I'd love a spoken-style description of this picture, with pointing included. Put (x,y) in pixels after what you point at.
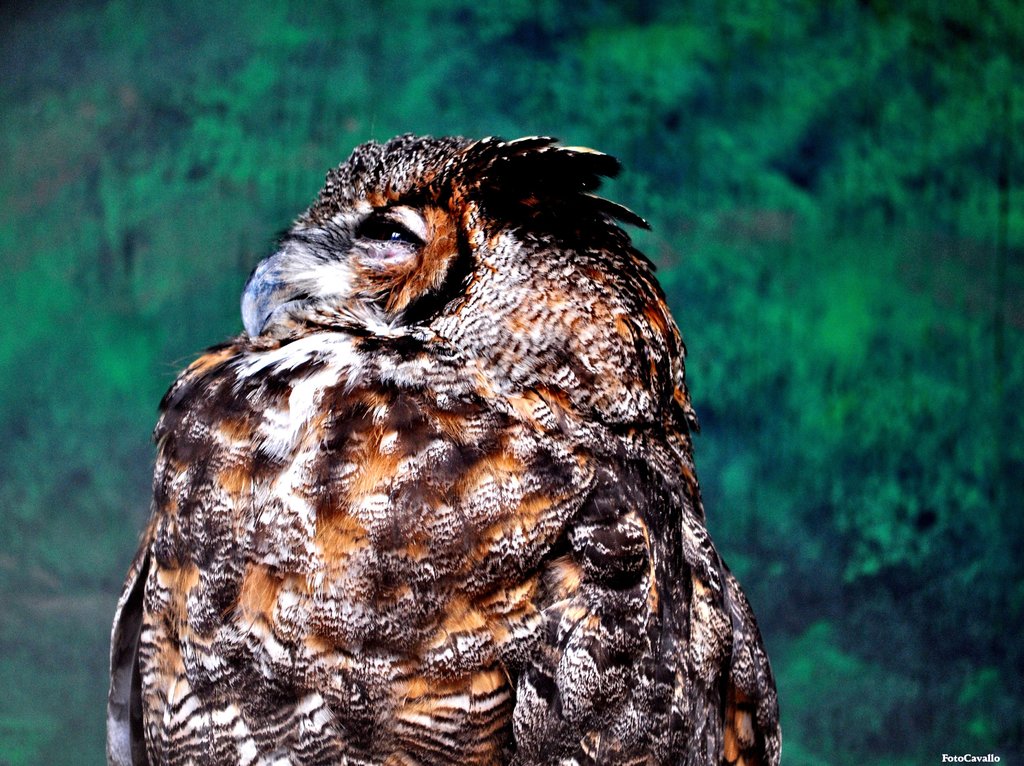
In front of the image there is an owl (338,457). In the background of the image (693,290) there are trees (909,561). There is some text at the bottom of the image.
